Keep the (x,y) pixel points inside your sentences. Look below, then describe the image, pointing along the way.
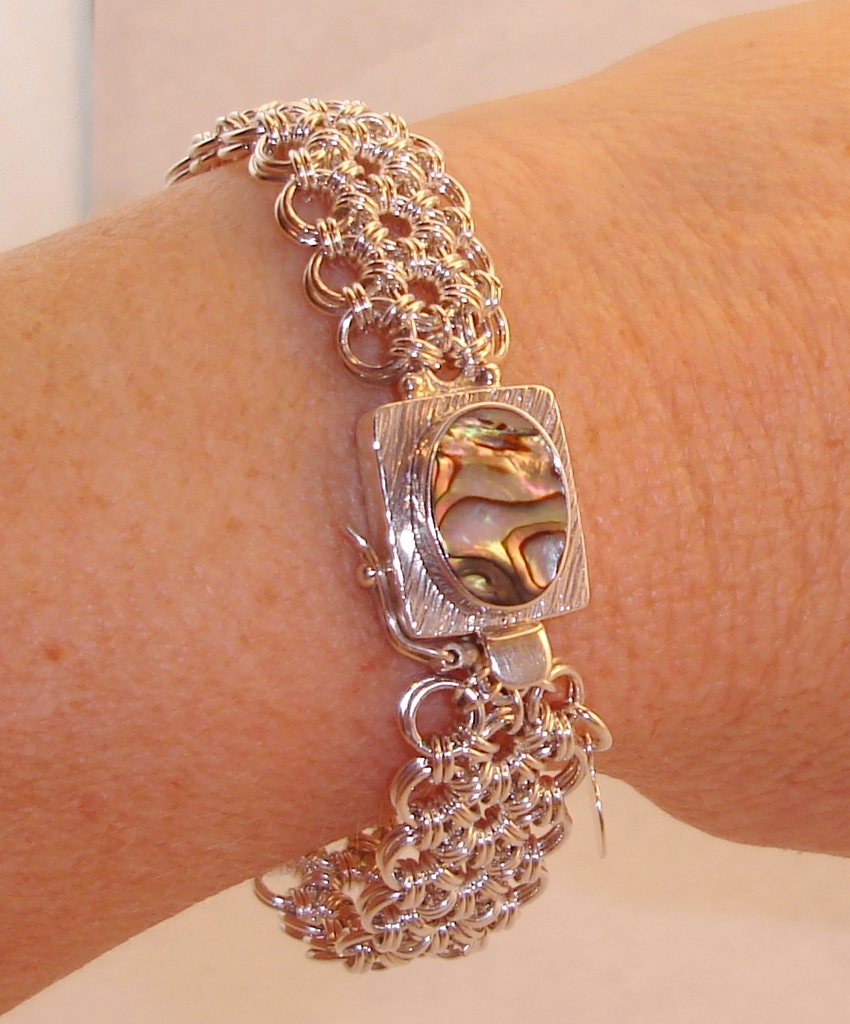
It is a zoom in picture of some persons (287,667) bracelet (478,525) to the hand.
